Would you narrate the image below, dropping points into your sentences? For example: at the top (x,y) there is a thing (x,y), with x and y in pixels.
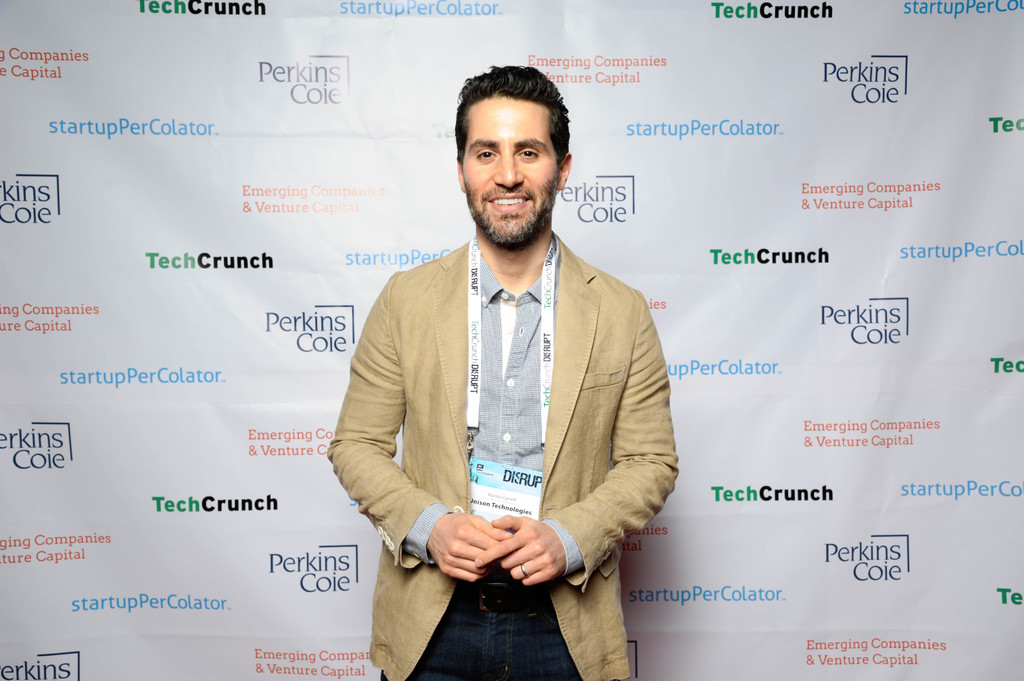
In this image I can see a man (464,370) is standing. I can see he is wearing shirt (520,389), and blazer (380,574), jeans (513,641), a belt (483,604), an ID card (502,494) and I can also see smile on his face (491,239). In the background (185,262) I can see a white colour thing (593,38) and on it I can see something is written at many places.
